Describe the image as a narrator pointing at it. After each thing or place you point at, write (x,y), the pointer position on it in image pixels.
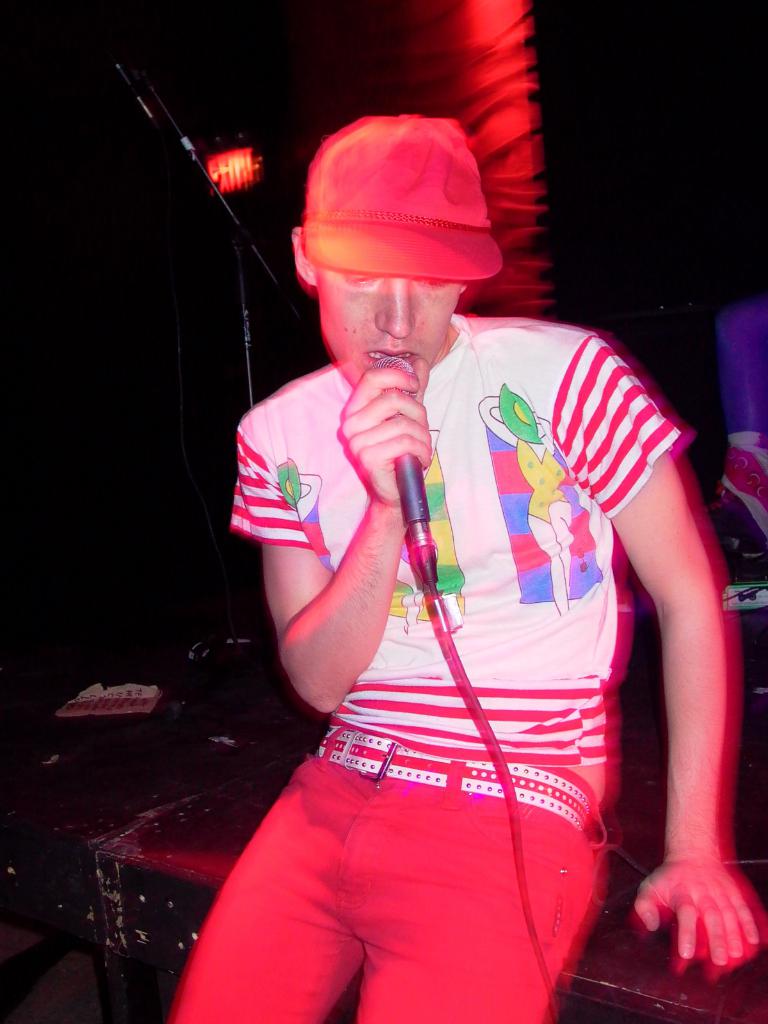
In this image in the foreground (430,322) we can see a person (246,860) wearing a cap (330,254), holding a mike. In the background (674,98) we can see dark.
